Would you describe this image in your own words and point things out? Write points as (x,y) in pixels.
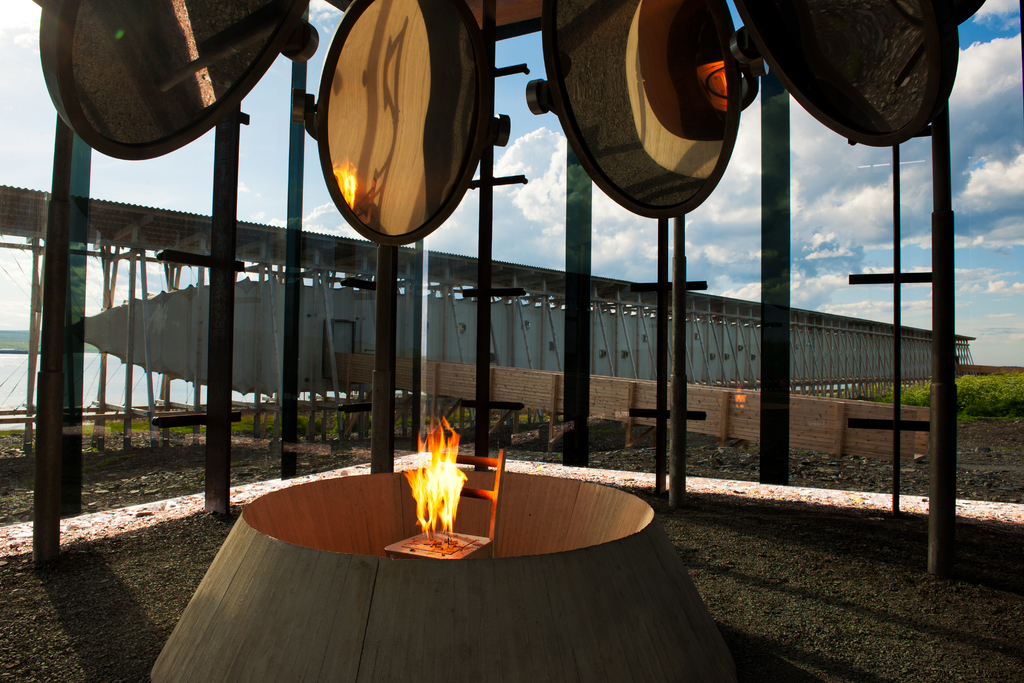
In this image, in the middle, we can see a circular object (582,512). In the object (517,591), we can see a chair (492,541). On the chair (436,536), we can see some fire (447,502). In the background (328,299), we can see some pillars (685,262), mirrors (919,96), bridge (272,338), water (5,391) in a lake (109,386), trees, plants (993,412). At the top (993,105), we can see a sky (1006,167), at the bottom (858,612), we can see a land (55,621) with some stones (55,621).
